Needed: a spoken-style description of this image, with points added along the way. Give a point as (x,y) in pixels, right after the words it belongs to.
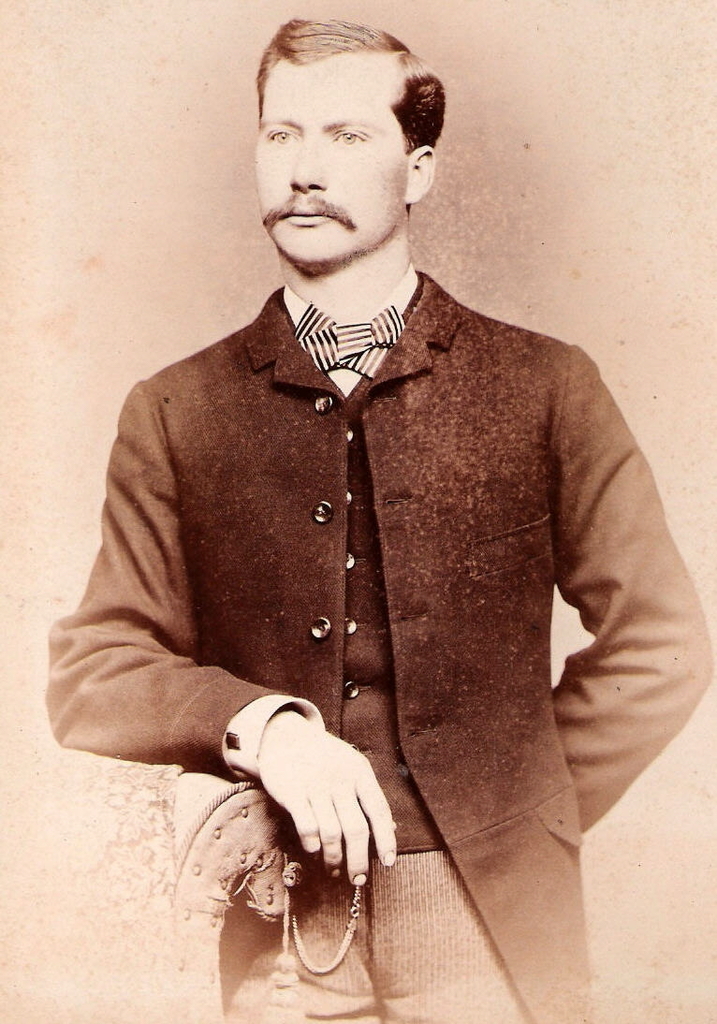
In this image we can see a man (416,641) is standing and placed his hand (301,816) on the chair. In the background (204,218) we can see the wall (195,209).
